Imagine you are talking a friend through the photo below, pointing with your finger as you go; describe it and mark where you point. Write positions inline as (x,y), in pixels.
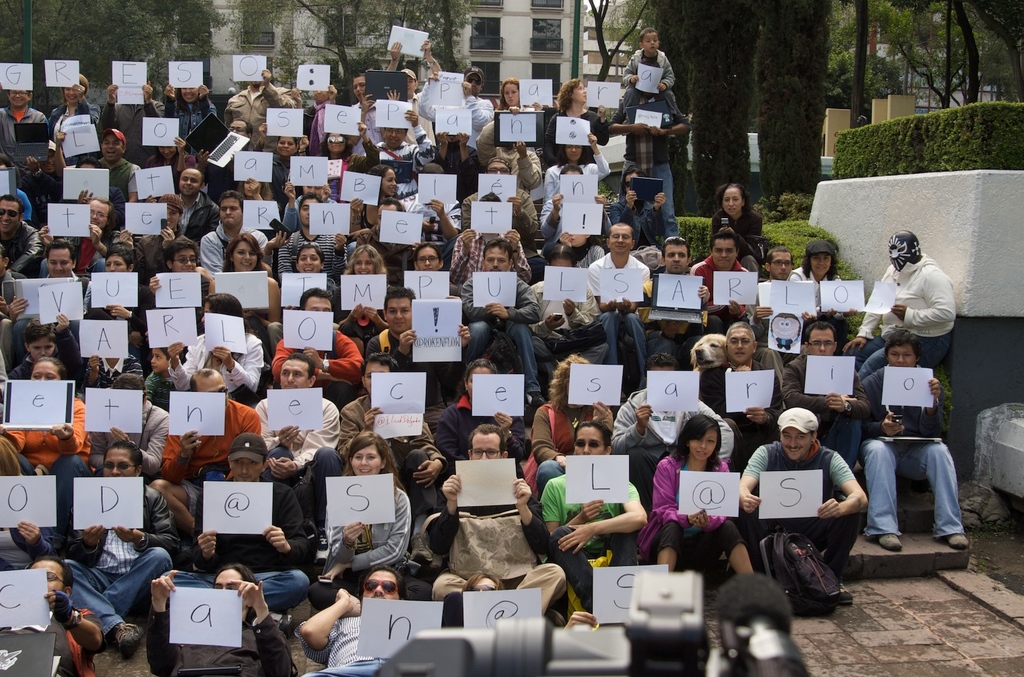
In the image there are a group of people (402,315) holding papers (379,500) in their hands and on each of the paper (150,224) there are different alphabets (358,497) and symbols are marked and behind the people (176,224) there is a building (234,1) and there are some trees (674,89) in front of that building (595,34).
